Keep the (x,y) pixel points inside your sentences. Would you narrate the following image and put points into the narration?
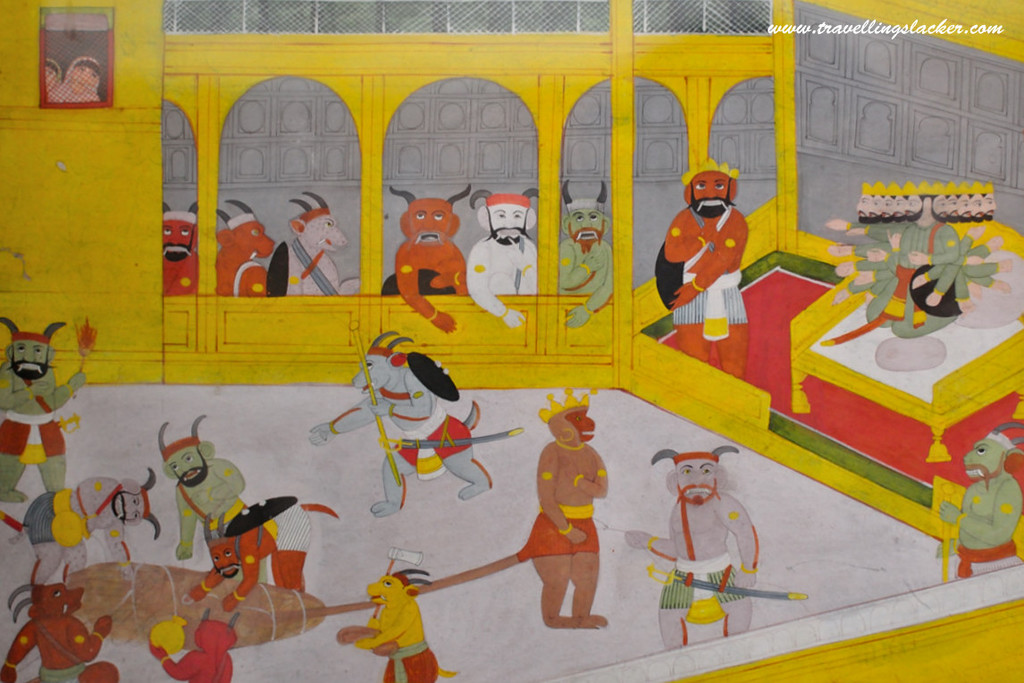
This is a poster and in this poster we can see a group of people (722,181) playing an act and holding some objects (152,574) with their hands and in the background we can see windows (718,16).
